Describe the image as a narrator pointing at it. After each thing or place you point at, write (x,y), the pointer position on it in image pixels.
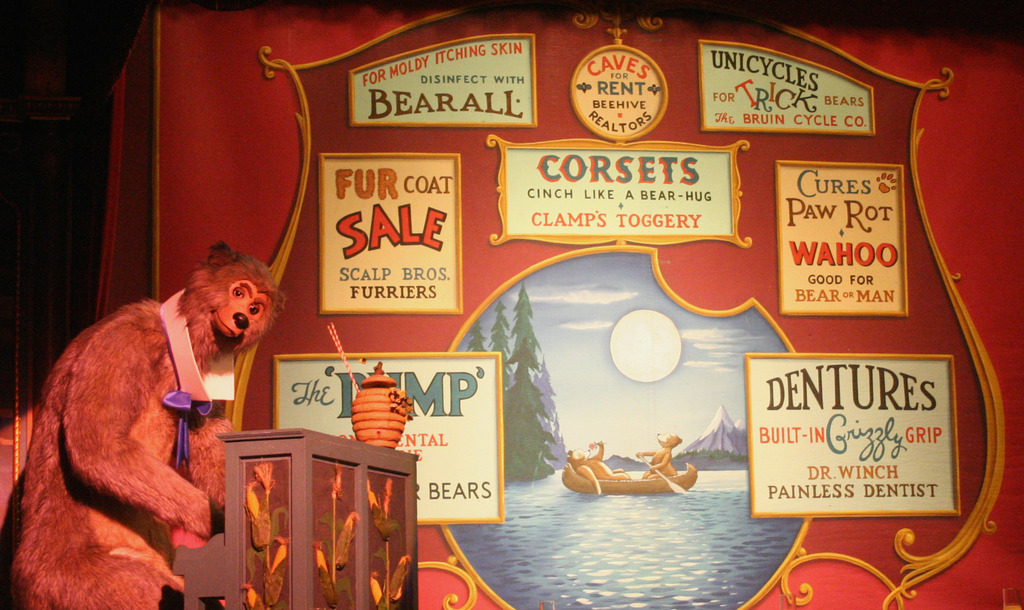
In this image I can see the person (134,513) wearing the costume of an animal (76,364). In-front of the person (156,557) I can see the piano (262,518) and the decorative object (370,412) on it. In the background (360,155) I can see the red color cloth (199,209) and there is boat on the water (547,528), many trees (552,470), mountains (709,443), sky (612,363) and something is written on the cloth (603,361).
